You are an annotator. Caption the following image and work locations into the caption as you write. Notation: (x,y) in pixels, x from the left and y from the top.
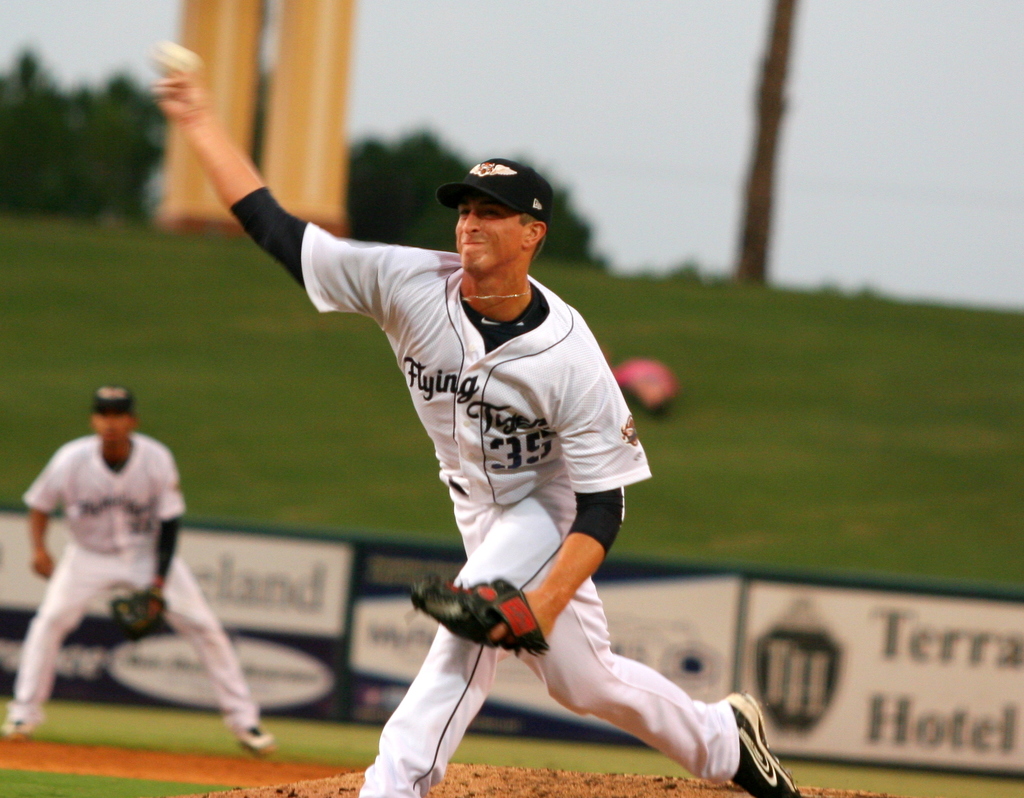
In this image there is the sky (603,77) towards the top of the image (594,66), there are trees (404,169) towards the left of the image (79,133), there are objects (289,75) towards the top of the image (311,52), there is the grass (736,447), there is an object (676,386) on the grass (732,380), there are boards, there is text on the boards (337,630), there is a playground (231,752), there is a man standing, there is a man (392,776) standing and throwing a ball (175,57).
